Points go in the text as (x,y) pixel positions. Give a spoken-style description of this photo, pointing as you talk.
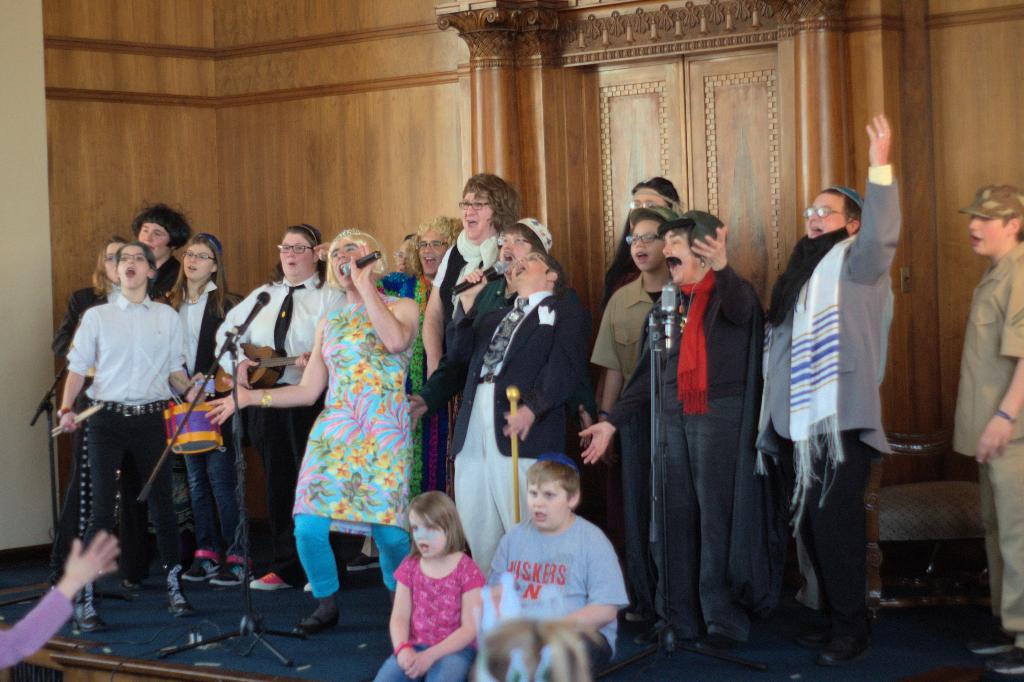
In this image we can see a few people (488,449) on the stage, some of them are holding mics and singing, there is a chair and stands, there are two kids (578,607) sitting on the stage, also we can see the wooden wall (182,157), and pillars (810,141).
